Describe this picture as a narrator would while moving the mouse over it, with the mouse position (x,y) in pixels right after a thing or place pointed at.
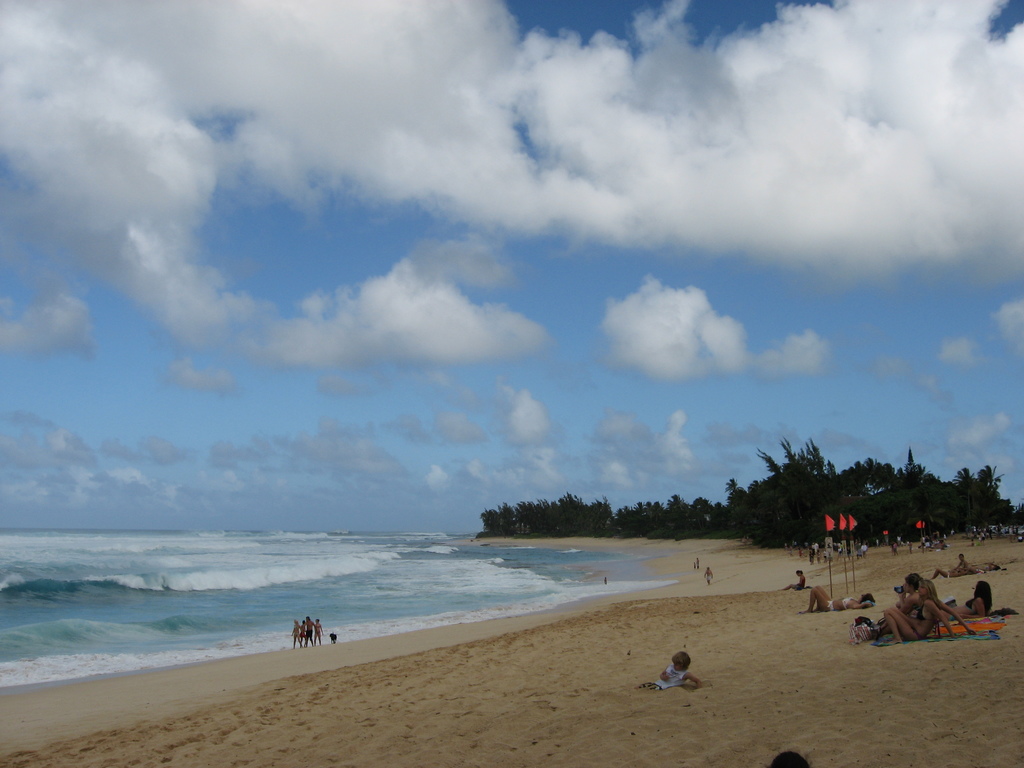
In this image we can see there are a few people (926,606) sitting on the sand (402,648) and few people (300,644) walking on the ground (756,632) and there are mats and flags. In front of the people (891,613) we can see the water (276,579). At the right side (844,505) there are trees (870,519). And at the top (441,195) we can see the cloudy sky (474,263).
